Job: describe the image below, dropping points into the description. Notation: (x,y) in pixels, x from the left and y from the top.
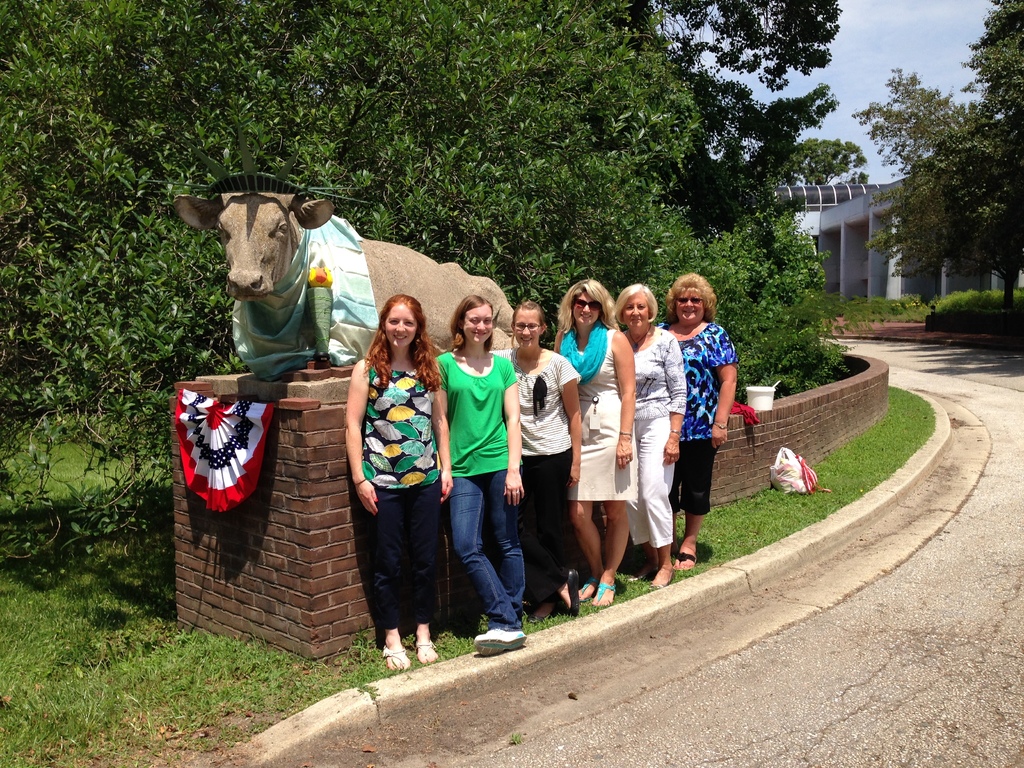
In the image there are few women (545,419) standing beside a cow statue (242,239) on the grass field (155,751) and in the back (136,142) there are trees (599,228) all over the image and above its sky (859,58).
